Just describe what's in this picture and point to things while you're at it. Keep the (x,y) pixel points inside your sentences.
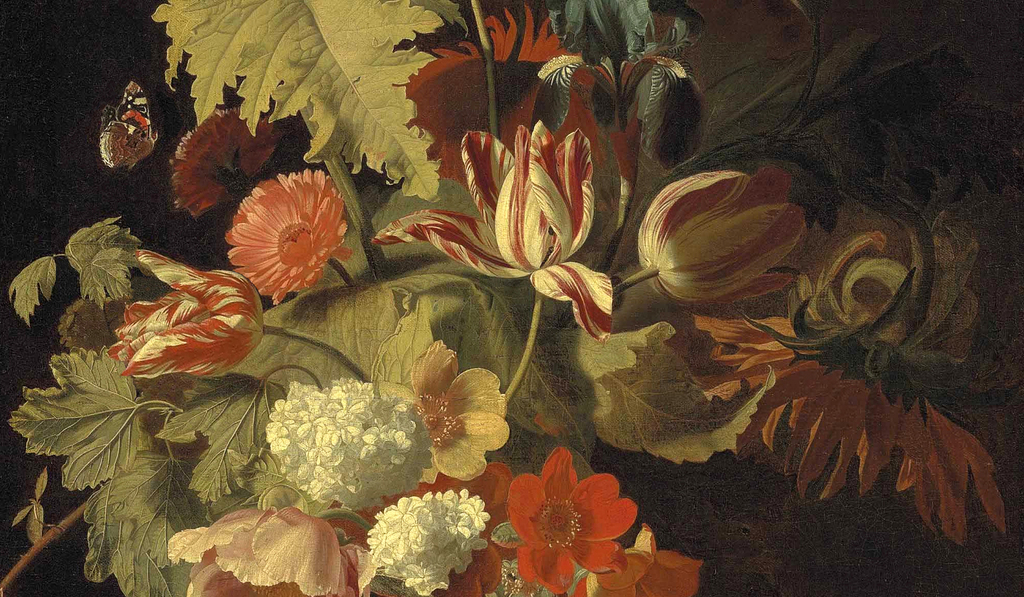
This is a painting (500,308). In this image we can see flowers (241,276), leaves (445,190), stem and other objects (130,137).
